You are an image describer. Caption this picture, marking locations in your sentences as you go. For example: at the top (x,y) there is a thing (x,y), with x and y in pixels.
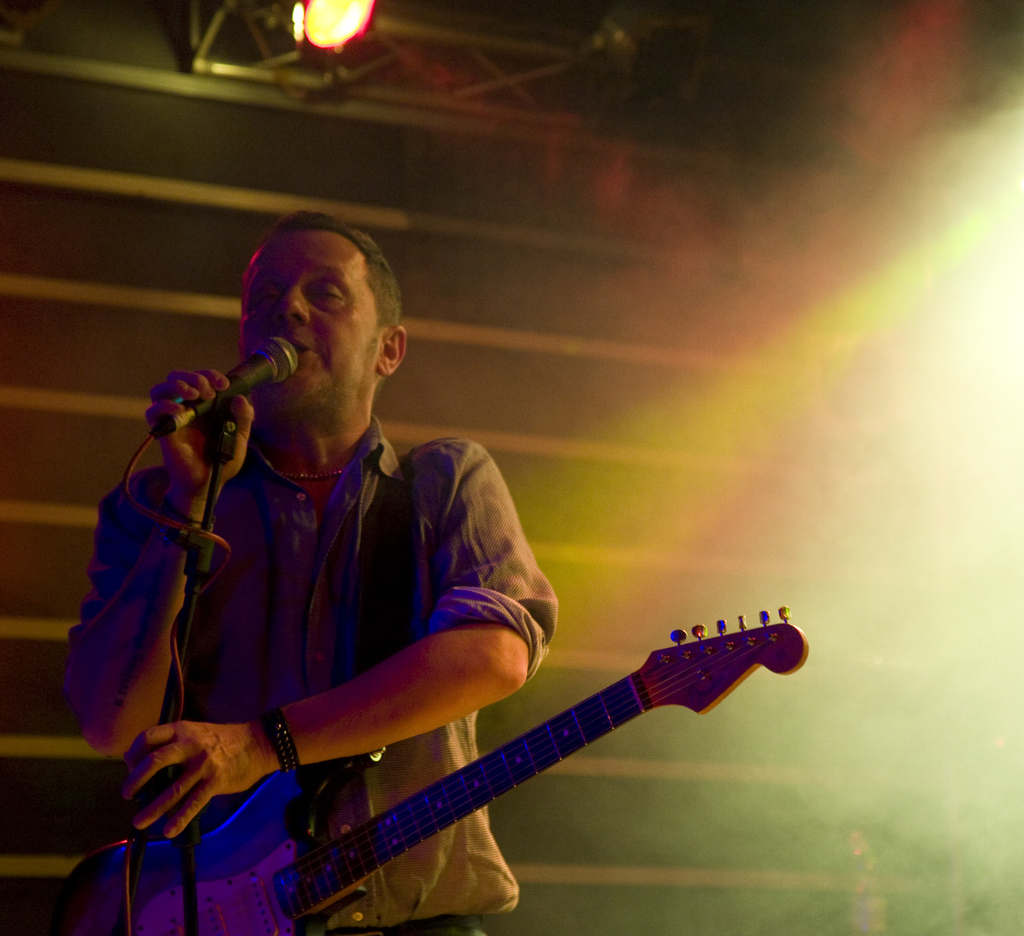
There is a man (319,465) singing and holding mic (268,362) and stand (187,830). In the background (426,341), there is a light (336,37), wall (473,244) and smoke (889,355).
